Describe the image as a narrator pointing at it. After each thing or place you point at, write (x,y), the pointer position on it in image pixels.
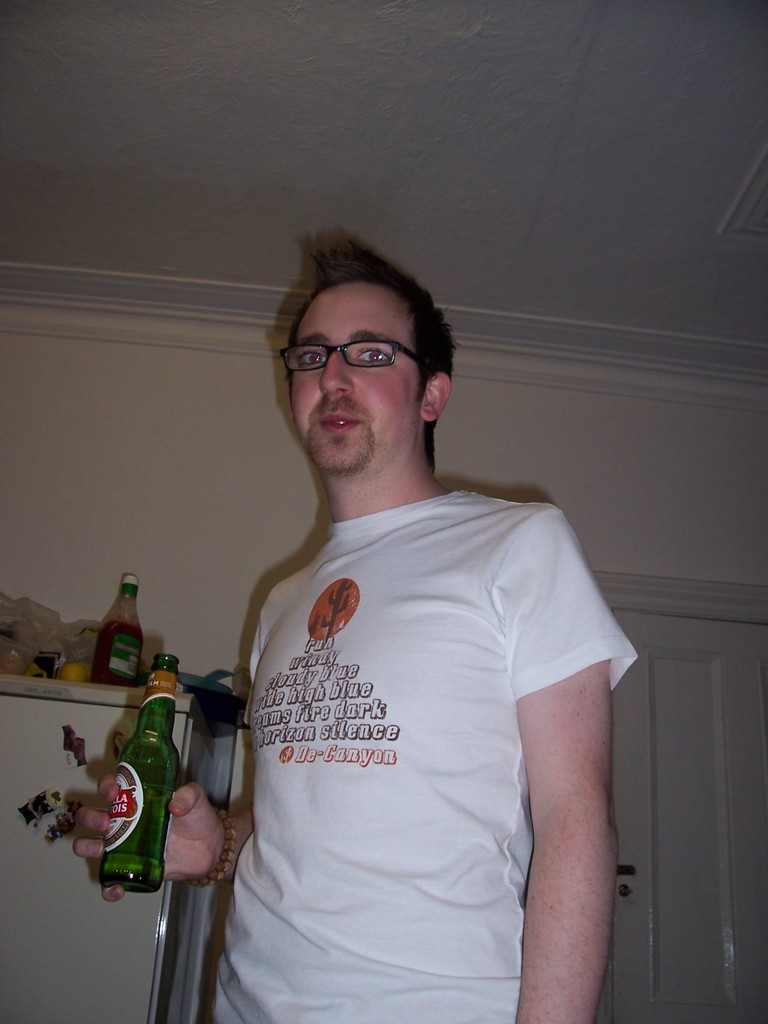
In the picture we can find a man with the bottle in his hand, In the background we can find a refrigerator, on the refrigerator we can find a bottle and some things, man (349,249) is wearing a white T-shirt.
